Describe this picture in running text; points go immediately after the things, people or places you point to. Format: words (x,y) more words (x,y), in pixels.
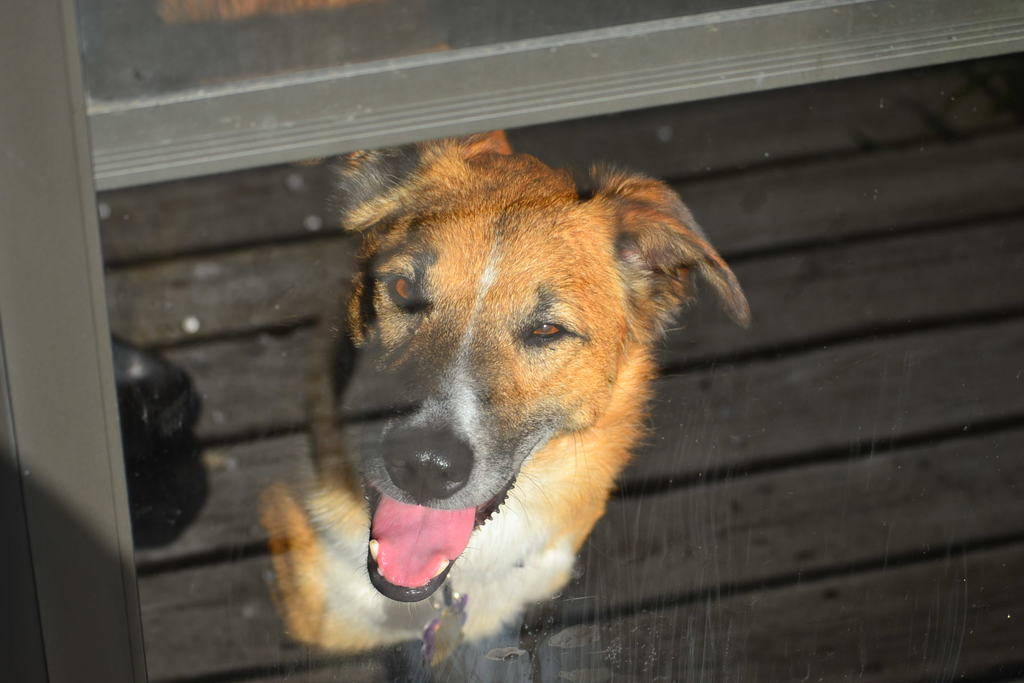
In the picture we can see a glass window (862,542) from it, we can see a dog (397,511) which is light brown in color and some part (360,628) white under it.
